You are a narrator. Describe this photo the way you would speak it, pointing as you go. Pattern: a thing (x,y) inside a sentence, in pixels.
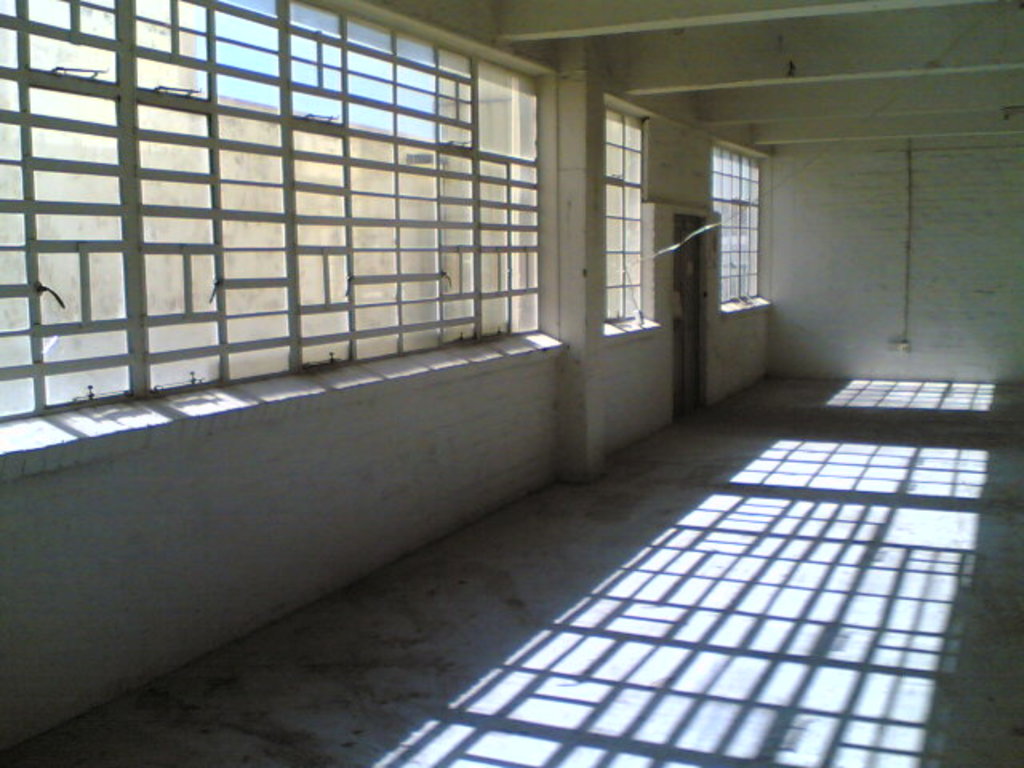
In this image there are few windows (325,113) and a door (689,369) to the wall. This picture is taken in a room (630,521). There is a switch board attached to the wall (956,220).
